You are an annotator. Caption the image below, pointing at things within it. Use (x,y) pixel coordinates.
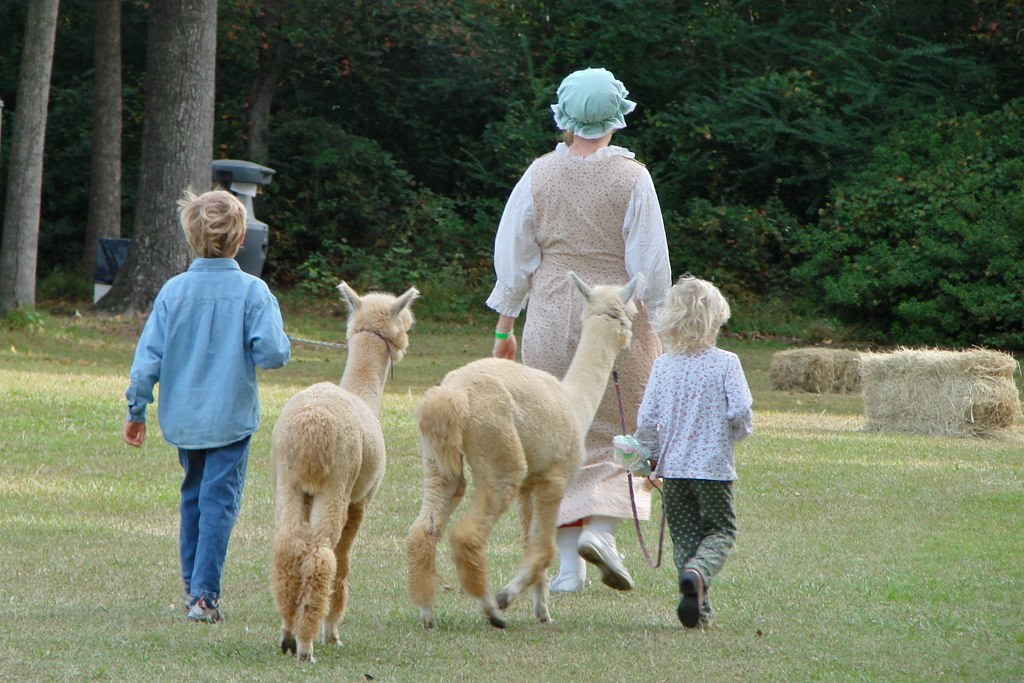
In this image, we can see few people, some animals (432,482) are walking on the grass (639,659). Background (999,370) we can see few trees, plants (427,268), tree trunks (182,243), some object (254,237) and dry grass (890,381).
